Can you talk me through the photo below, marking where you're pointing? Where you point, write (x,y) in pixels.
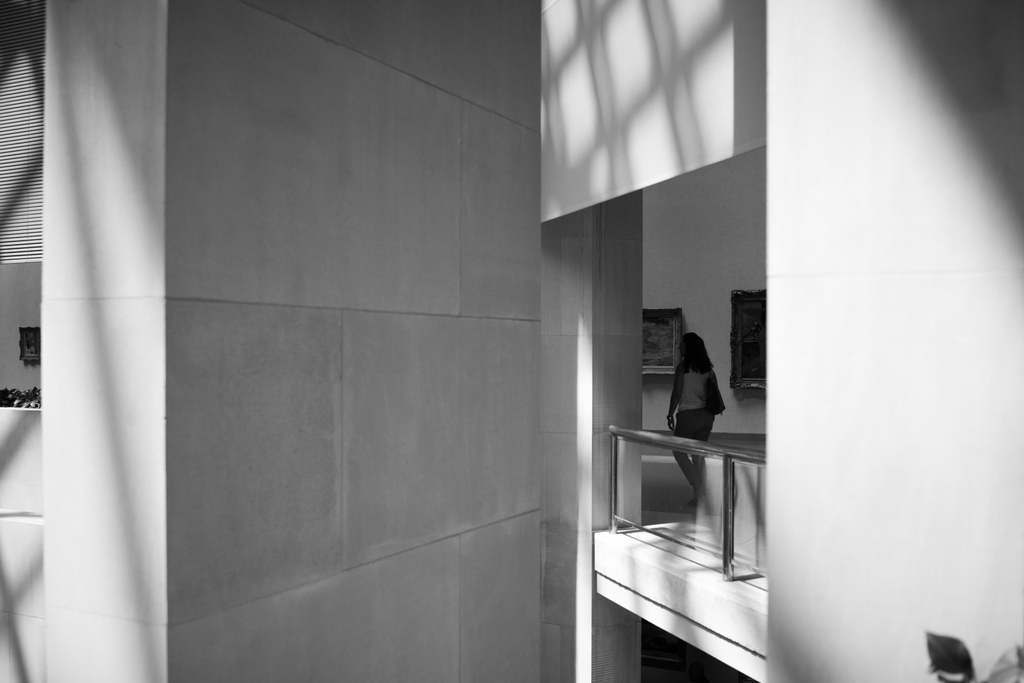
In this picture we can see the walls (438,541), frames (25,328), railing (632,431), leaves (20,404) and a woman (709,421) carrying a bag (707,384).
